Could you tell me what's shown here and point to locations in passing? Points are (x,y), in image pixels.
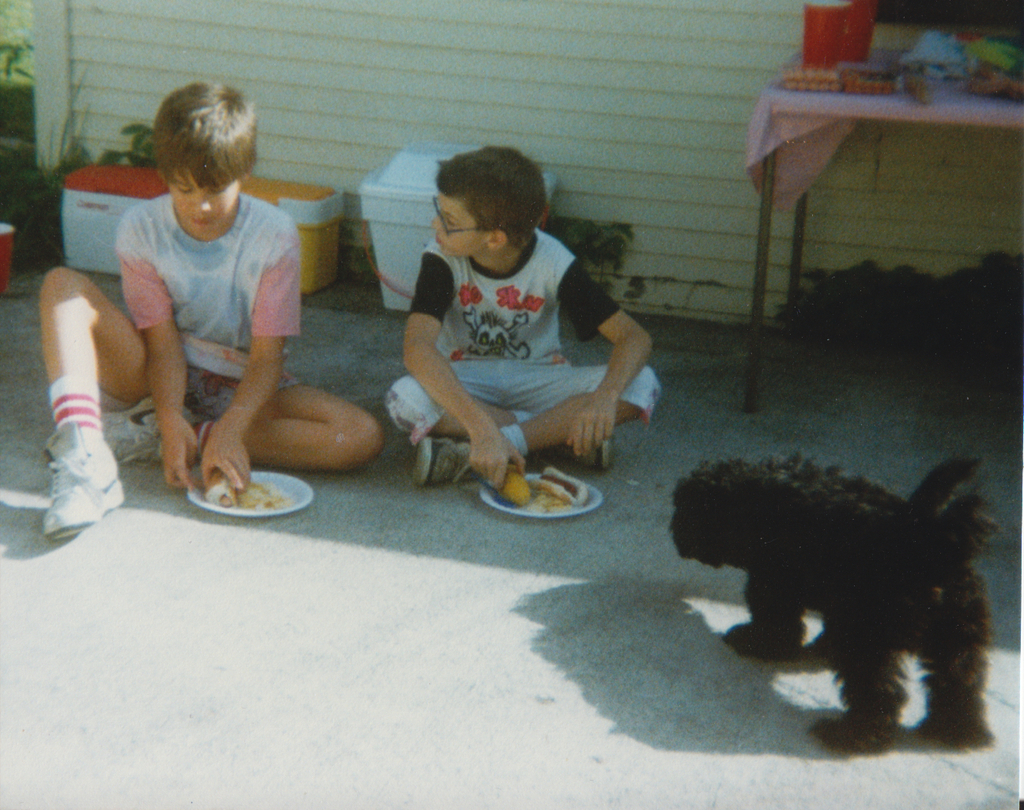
In this image I can see few people (57,344) are sitting and holding the food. Food (514,499) is in the plates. I can see the wall (350,18), coolers (421,158), black color dog (837,562) and few objects (862,90) on the table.
